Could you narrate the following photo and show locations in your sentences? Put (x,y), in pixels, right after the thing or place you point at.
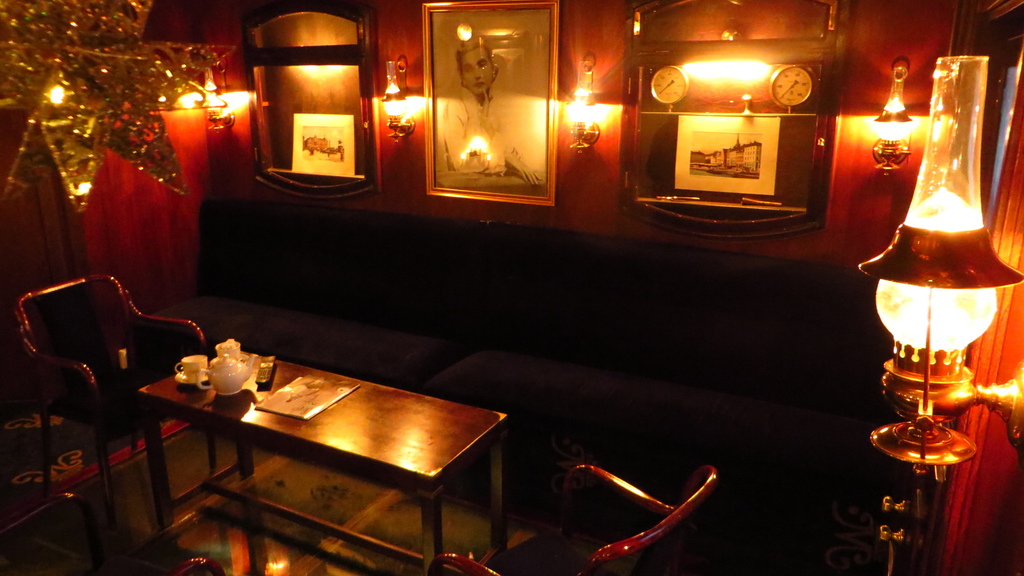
In this image we can see sofas (455,362) and there is a table (239,424). We can see a teapot (225,384), cups (196,373), saucer (183,376) and books (299,394) placed on the table (400,467). There are chairs (617,551). On the left (64,121) there is a decor (61,105). On the right (973,326) there is a lamp (927,419). In the background (890,202) there is a wall (867,29) and we can see frames (460,168) placed on the wall (615,175).
